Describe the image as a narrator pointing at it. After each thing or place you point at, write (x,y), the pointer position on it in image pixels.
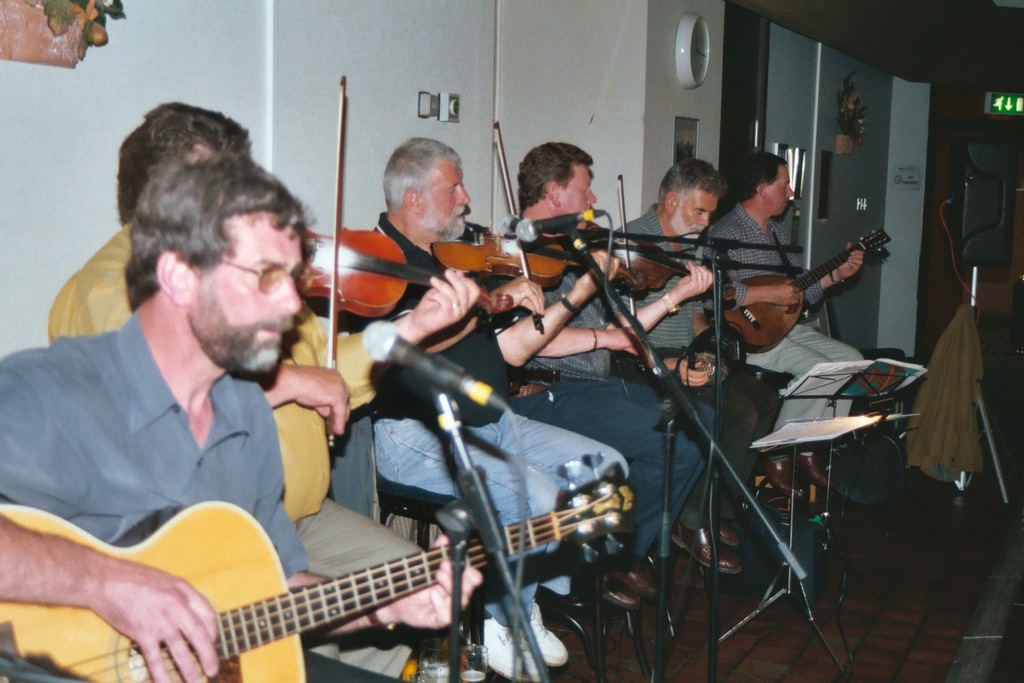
In this image i can see six man (774,192) sitting and playing musical instruments (248,568), there are two micro phones (569,217) in front of them, there is a stand (809,440) and two books (856,386) on the stand (857,373), these men (563,442) are wearing, ash, yellow, and black t-shirts (226,483) at the back ground (702,135) i can see a white wall (485,51) and clock (682,54) attached to it at right (955,452) there is a cloth (941,392) and a stand (986,421).
